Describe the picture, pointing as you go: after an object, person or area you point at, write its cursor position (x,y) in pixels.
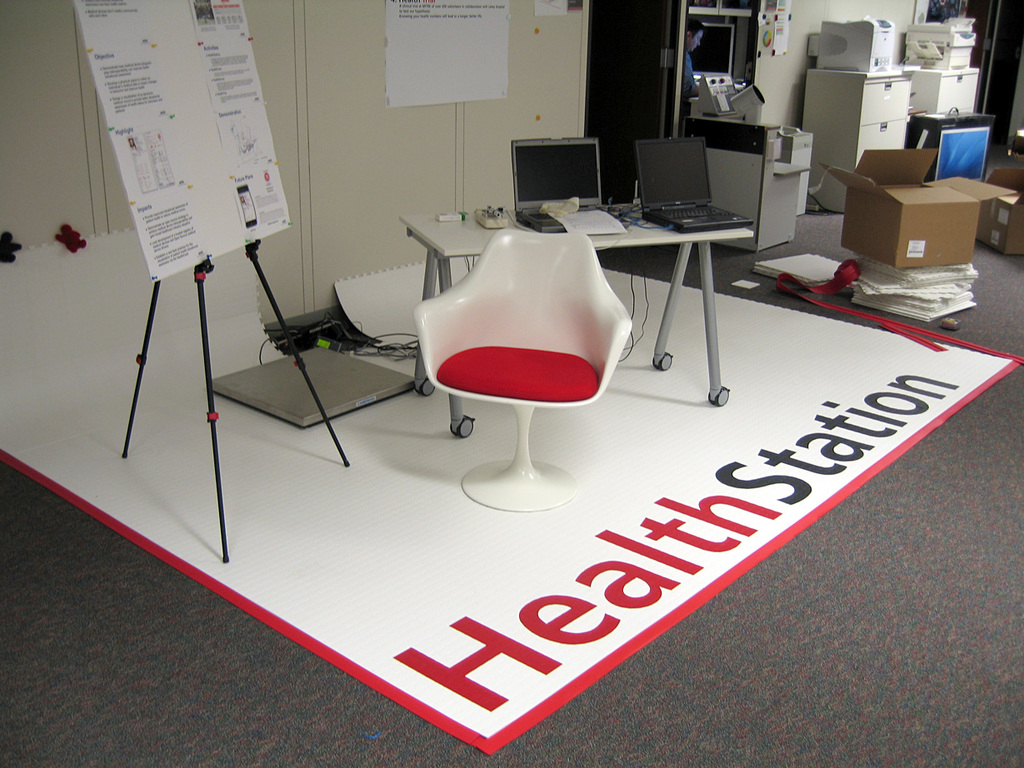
In this image, I can see a chair (459,364), white board (222,177) with a stand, cardboard boxes (962,226), a table (484,232) with laptops (686,195) and few other things (636,224) on it and machines (745,181). At the top of the image (451,73), I can see a paper (457,95) and posters (773,42) attached to the wall (546,89). There is a person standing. It looks like a banner (340,630) on the floor (310,685).
